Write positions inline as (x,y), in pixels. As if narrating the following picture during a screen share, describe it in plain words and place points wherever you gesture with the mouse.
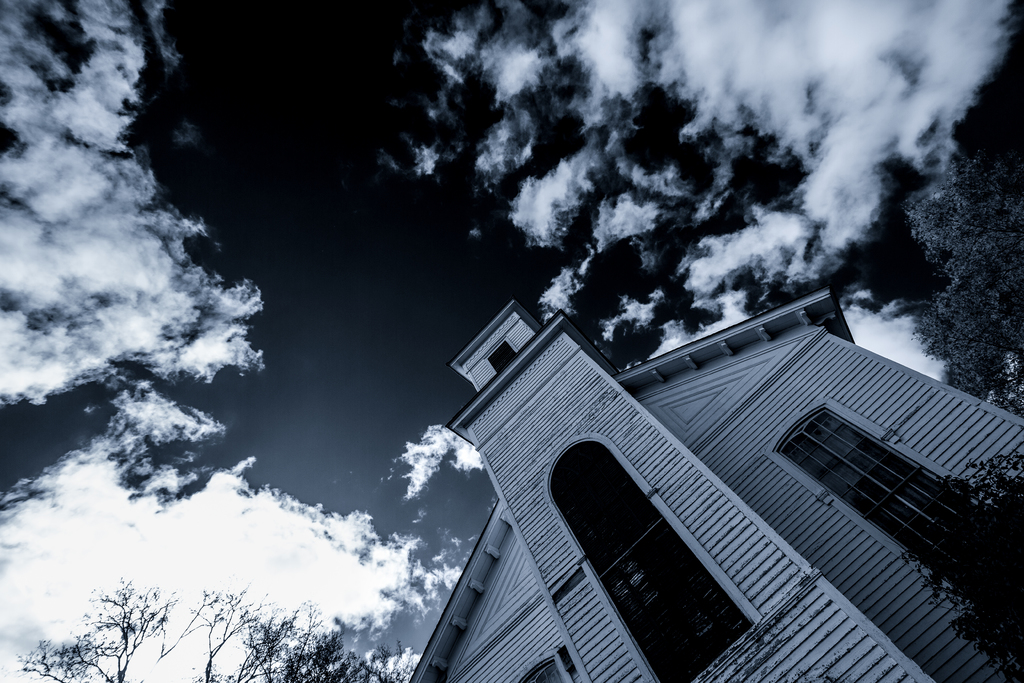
This is the black and white image where we can see the wooden house (873,562), trees (949,206) and the sky (347,258) with clouds (854,89) in the background (195,274).
